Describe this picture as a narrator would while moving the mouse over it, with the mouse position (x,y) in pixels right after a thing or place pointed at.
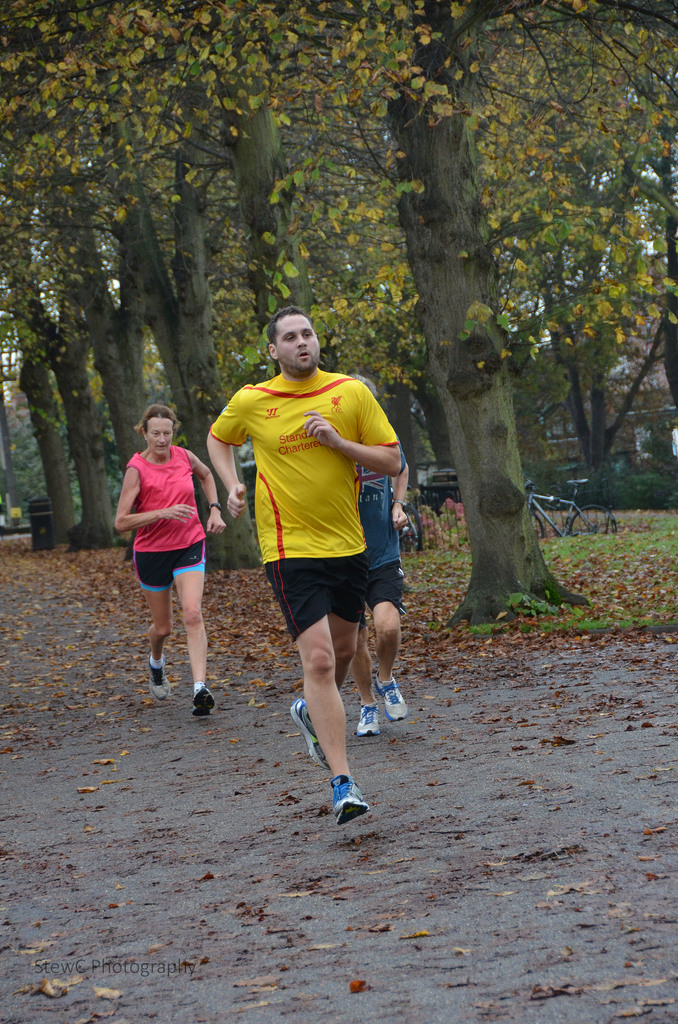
An outdoor picture. Trees (479,289) are line by line. These 3 persons (229,403) are running, as there is a movement in their legs (307,665). Far there is a bicycle (586,523) and grass (633,539).
